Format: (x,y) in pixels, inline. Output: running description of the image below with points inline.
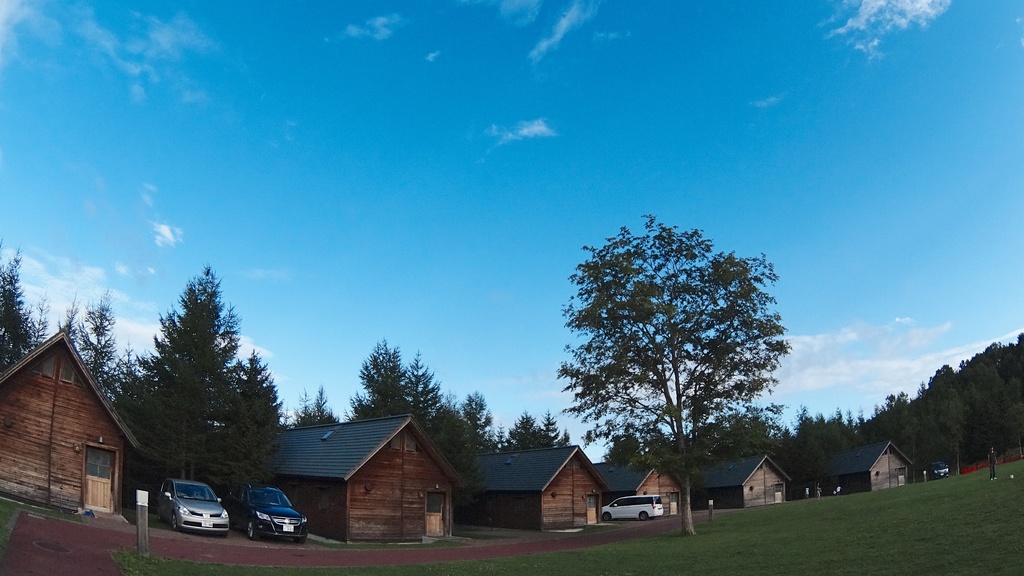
On the left side (87,419), there are wooden buildings (90,406) which are having doors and roofs (332,472), there are vehicles (300,533) and trees (477,413). On the right side (779,520), there is a person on the ground (1002,499), on which there is grass (919,526) and a tree (631,351). In the background (1009,355), there are trees (987,371), buildings (760,482) and there are clouds (836,365) in the blue sky (467,81).
